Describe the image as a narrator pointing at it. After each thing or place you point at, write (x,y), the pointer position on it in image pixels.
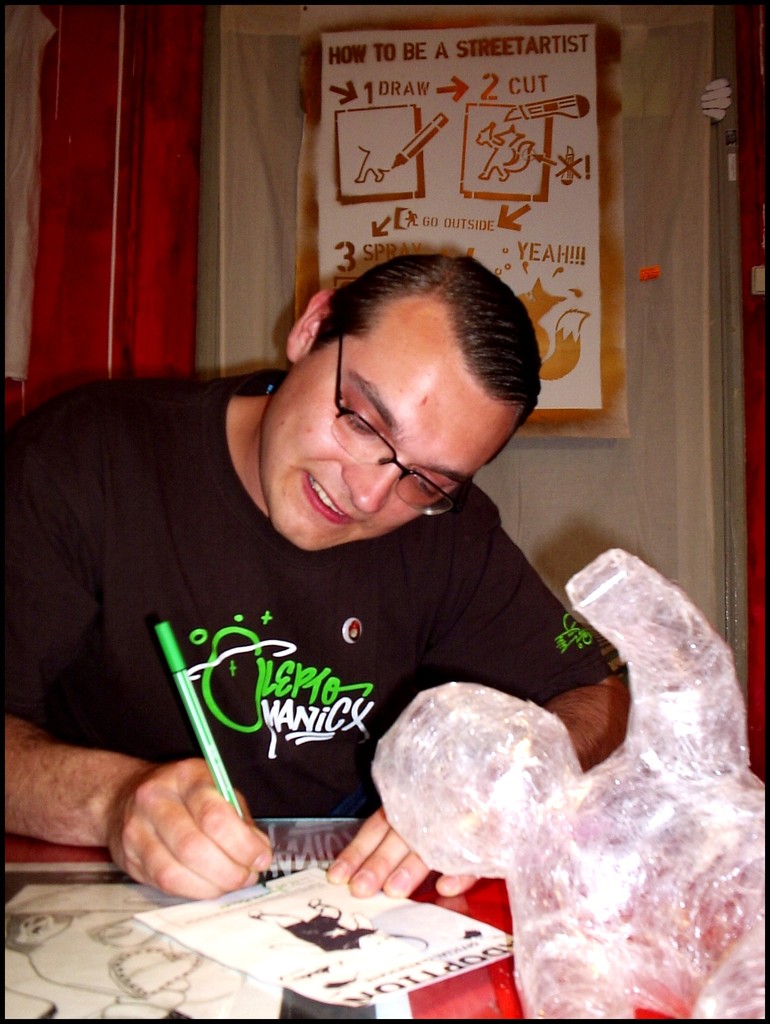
In this picture we can see the man (314,624) wearing black t-shirt (289,813) and writing something on paper (325,895). Behind there is a paper sticker (378,197) on the wall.
